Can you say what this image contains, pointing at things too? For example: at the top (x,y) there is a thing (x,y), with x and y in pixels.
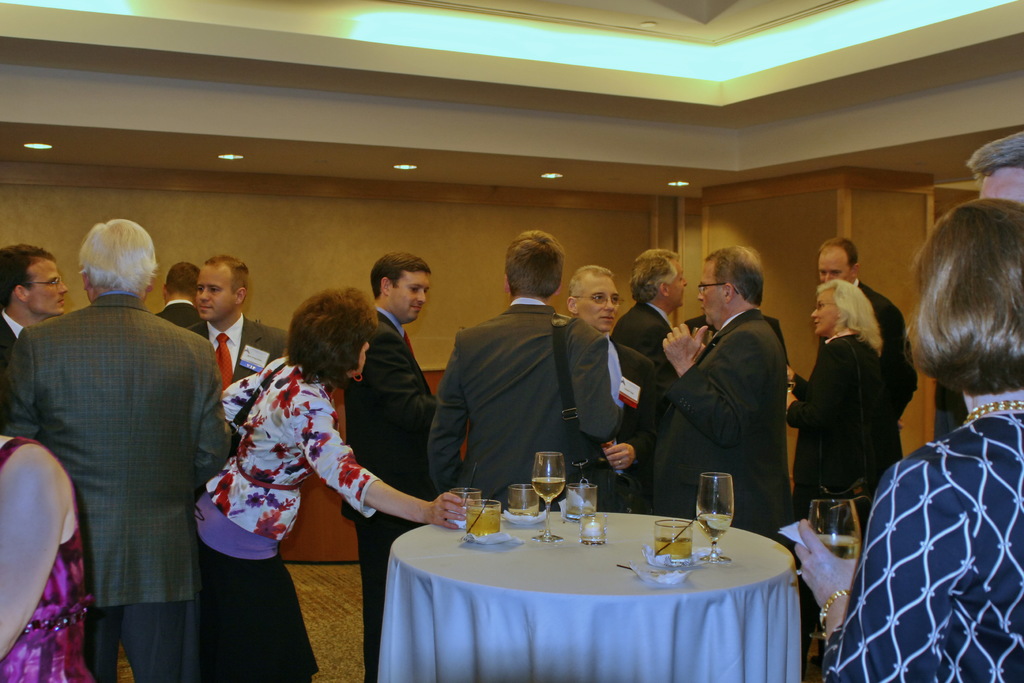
There are both men (158,418) and women (22,572) in this room (571,505) and on the table (546,557) there are glasses (675,551).
